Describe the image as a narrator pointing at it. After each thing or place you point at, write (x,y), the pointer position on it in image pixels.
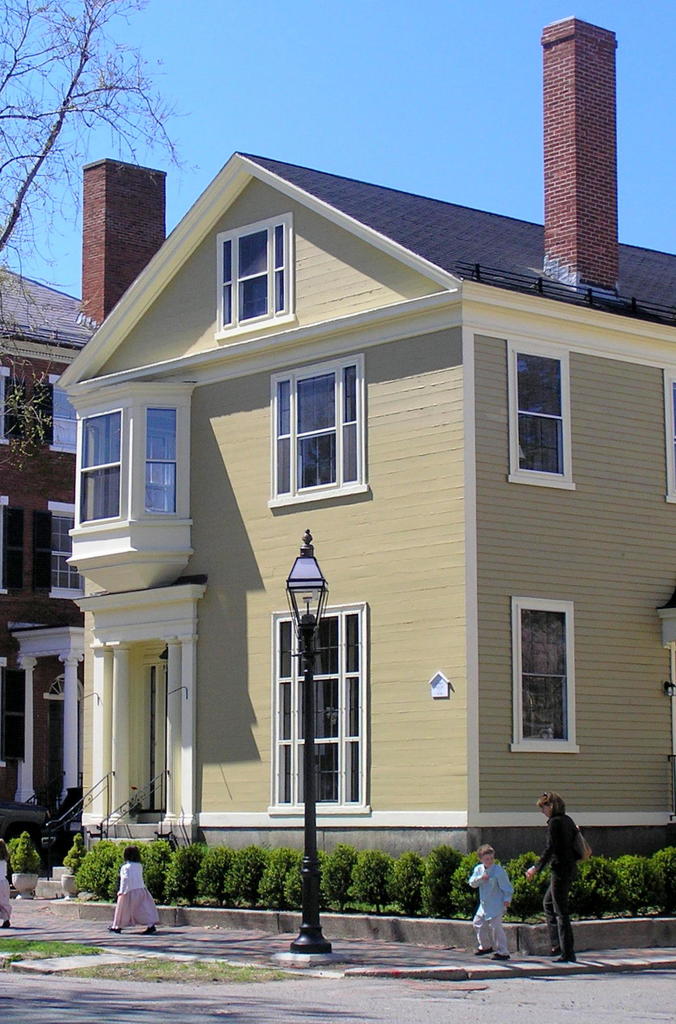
In this image we can see a pole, plants (324,879), grass (33,951), windows (5,371), branches (100,8), buildings (359,766), and few people (559,839). In the background (540,167) there is sky (671,139).
